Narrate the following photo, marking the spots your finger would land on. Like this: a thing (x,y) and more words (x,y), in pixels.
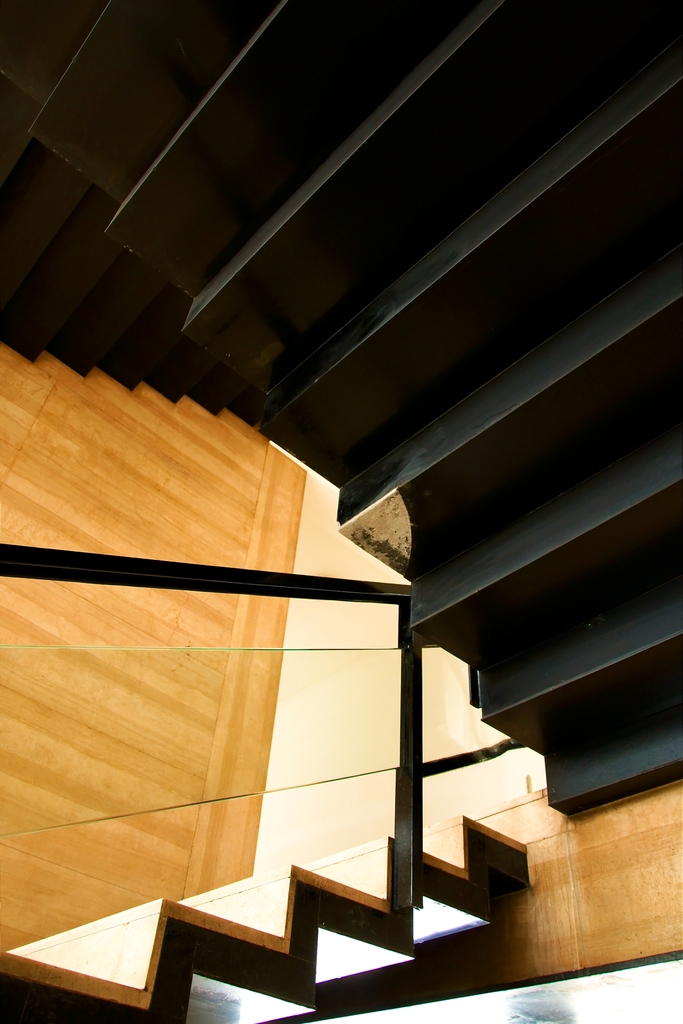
In this image we can see there are stairs (443,488) of the building (261,636).
